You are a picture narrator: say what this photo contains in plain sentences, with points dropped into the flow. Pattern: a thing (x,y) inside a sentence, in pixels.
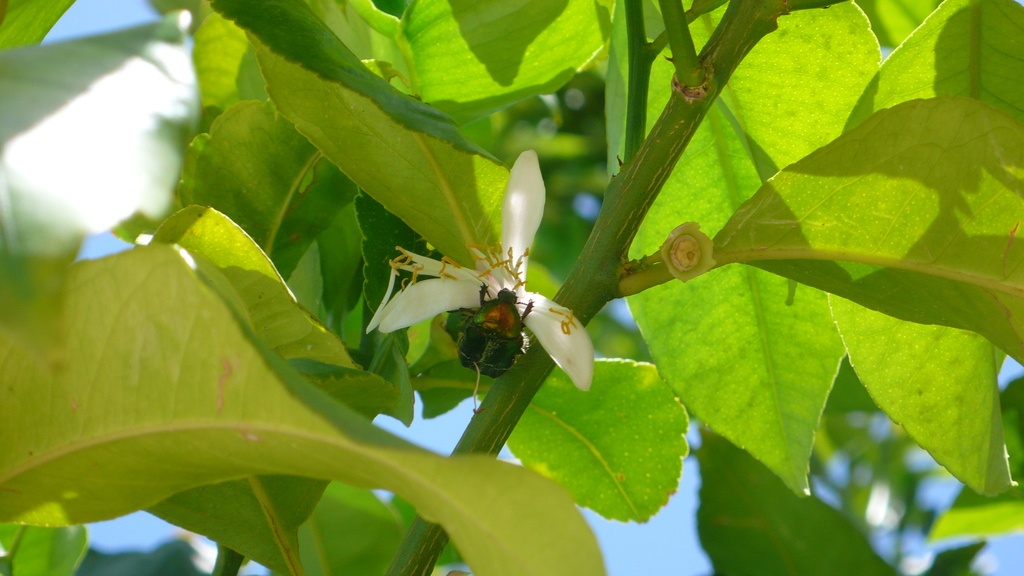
In this picture I can see a tree branch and I can see a flower (487,277) and a insect (484,341) on it and a blue sky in the background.
